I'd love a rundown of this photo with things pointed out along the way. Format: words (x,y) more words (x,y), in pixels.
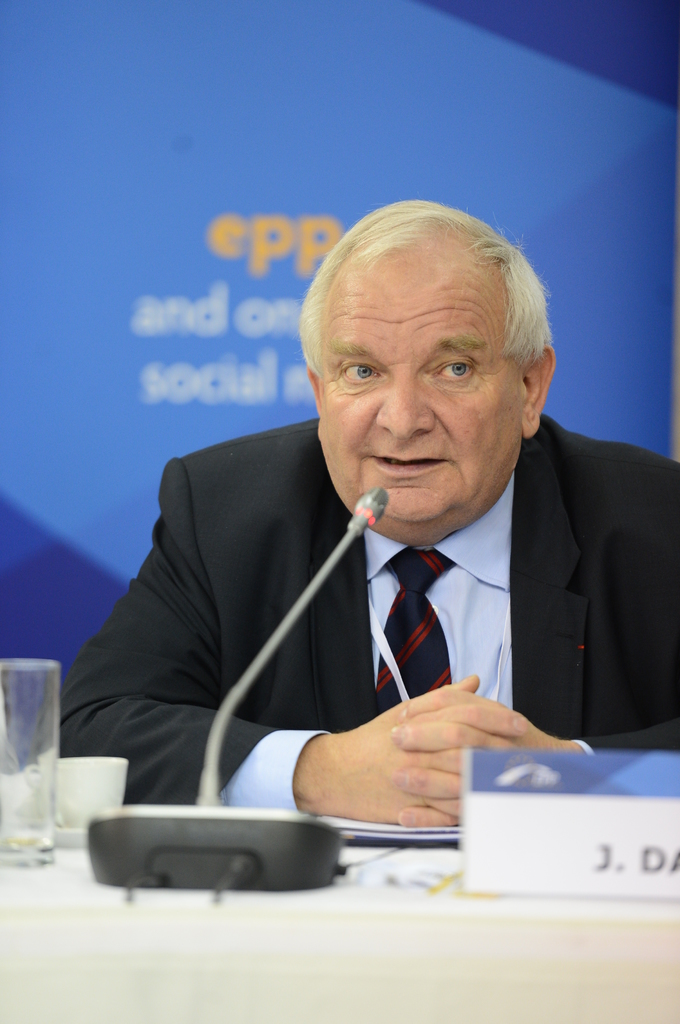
In this image there is a person (350,469). In front of him there is a table (522,926). On top of it there is a name board (519,801). There is a mike (97,836), glass (43,833) and a cup (93,796). Behind him there is a banner (234,160).
